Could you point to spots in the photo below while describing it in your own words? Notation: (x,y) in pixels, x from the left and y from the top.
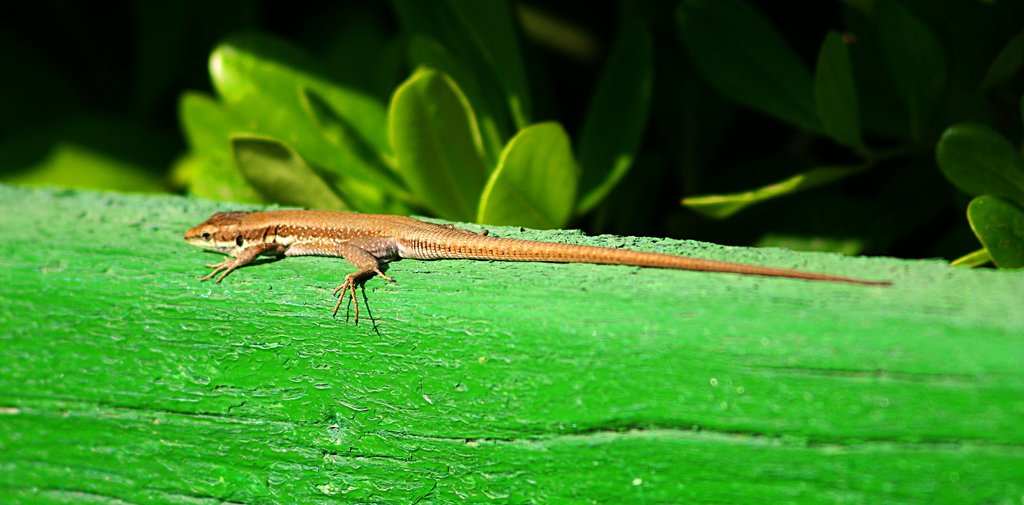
In this image, we can see some leaves (998,154). There is a lizard (349,233) on the green surface (488,310).
